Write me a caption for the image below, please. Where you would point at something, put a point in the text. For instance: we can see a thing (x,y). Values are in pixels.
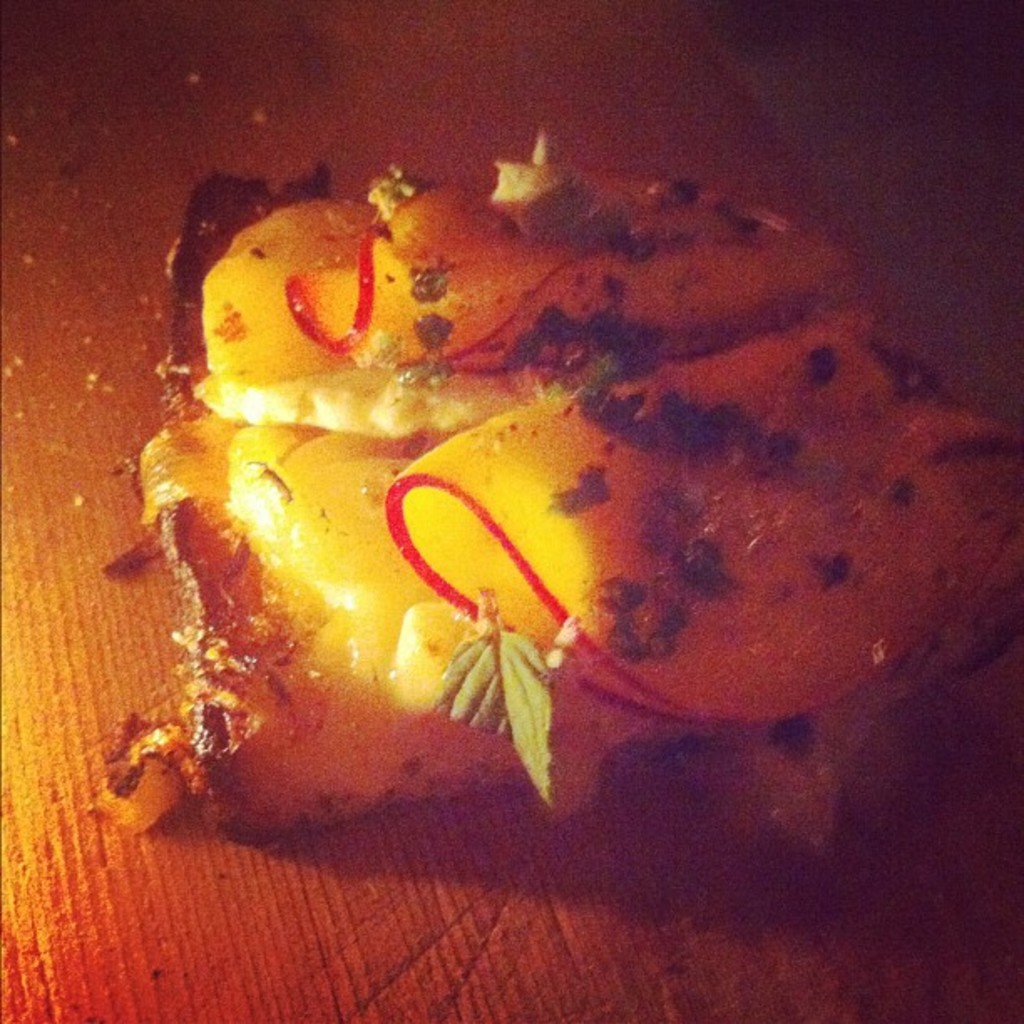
In this picture there is food (678,234). At the bottom (68,865) there is light brown color background (202,955).
